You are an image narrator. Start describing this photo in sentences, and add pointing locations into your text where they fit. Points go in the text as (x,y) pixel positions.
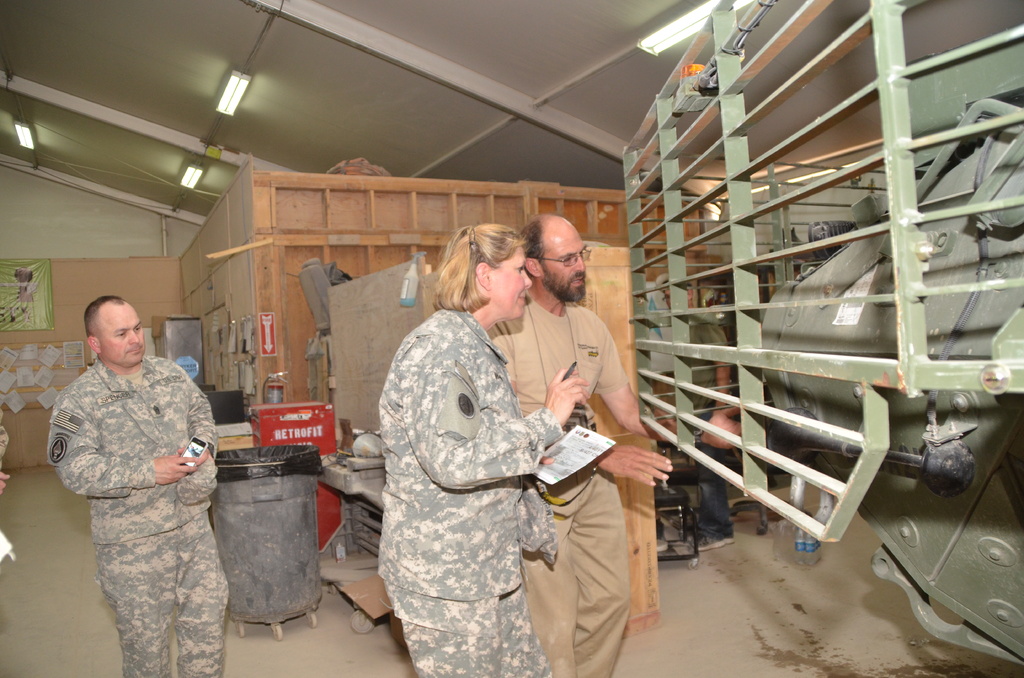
In this picture I can see there are three people (447,515) standing here and one of them is a woman (459,507), she is holding a pen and a paper (567,454) and on to right (855,463) there is a military tank (935,387) and there are lights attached to the ceiling (592,88).
